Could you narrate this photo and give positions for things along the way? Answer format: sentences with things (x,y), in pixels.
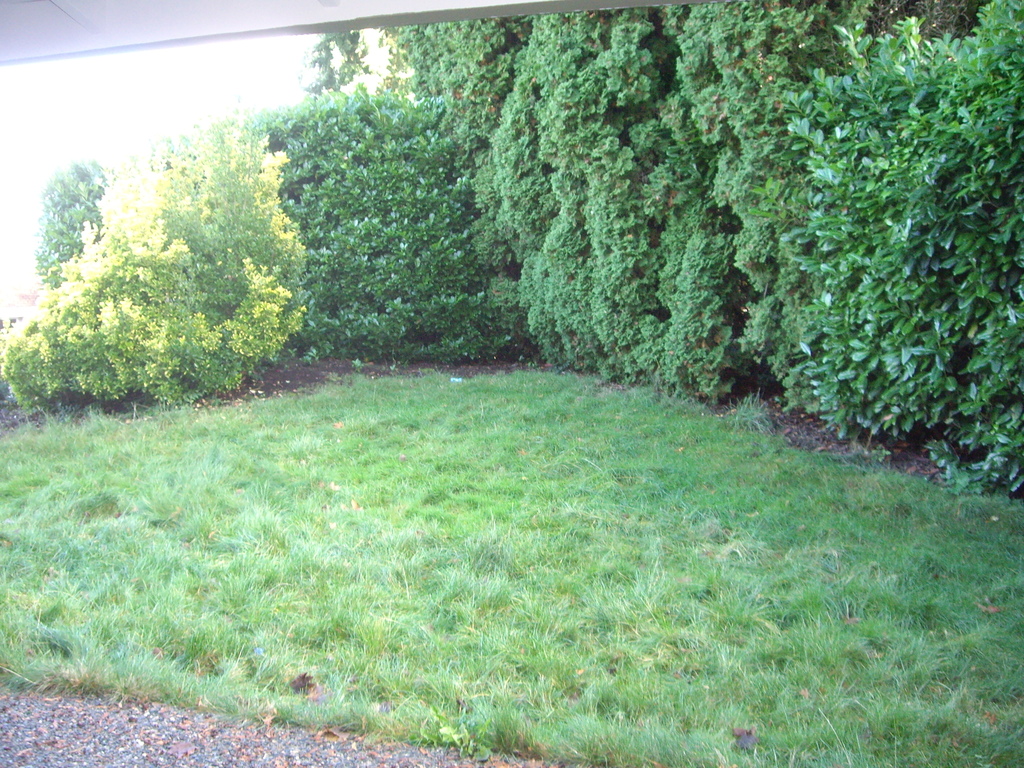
In this picture there is greenery (752,244) around the area of the image.
